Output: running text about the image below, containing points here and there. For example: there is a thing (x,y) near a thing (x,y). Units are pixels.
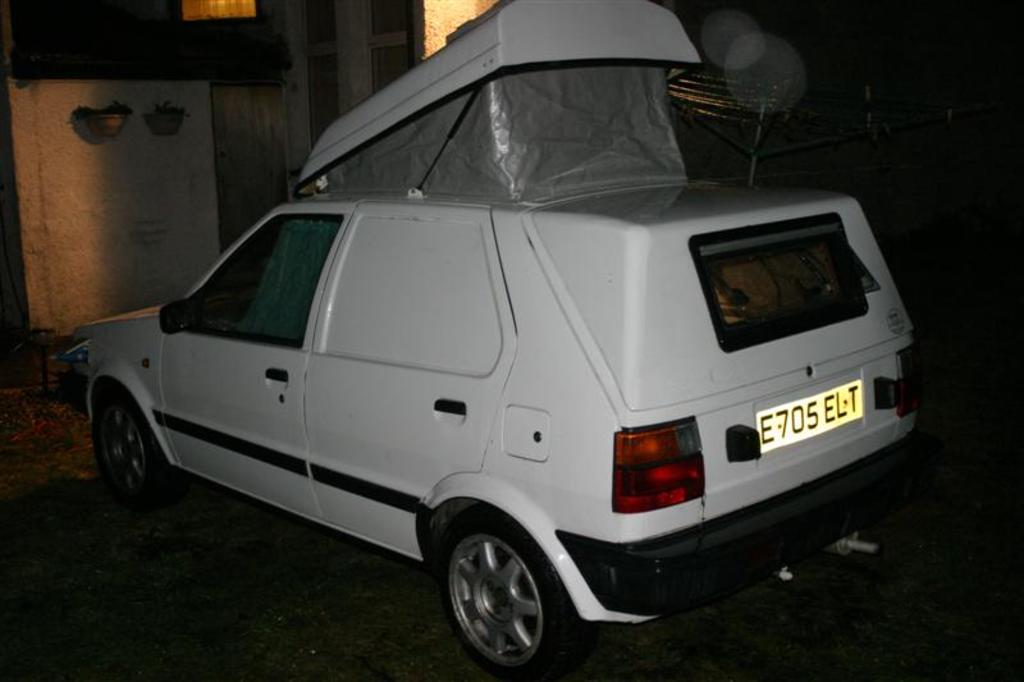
In the picture we can see a car (833,233) which is parked near the wall (47,109), and the car (432,442) is white in color and some modified part (448,175) of it and to the wall (139,143) we can see some house plants (111,114) are hung to the wall (186,89).
